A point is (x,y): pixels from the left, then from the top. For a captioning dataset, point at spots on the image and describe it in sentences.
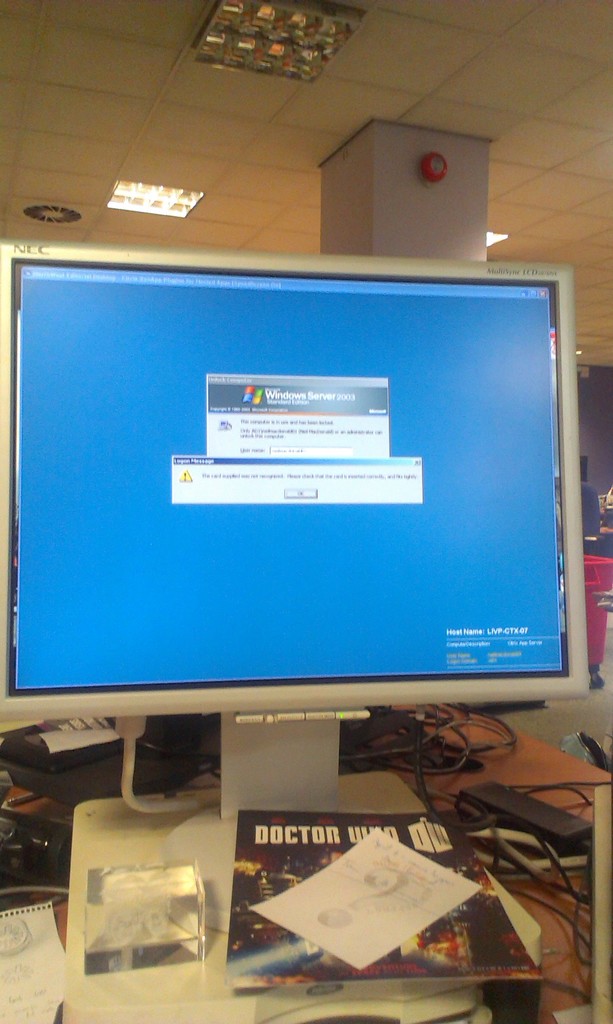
In this image there is a monitor (526,563) on the table (446,752). There is a book (297,959) below the monitor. There are few objects (411,850) on the table (539,799). Right side (608,570) there are few objects (599,570). Behind the monitor (370,264) there is a pillar (350,253). Top of the image (274,90) there are few lights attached to the roof (195,146).
